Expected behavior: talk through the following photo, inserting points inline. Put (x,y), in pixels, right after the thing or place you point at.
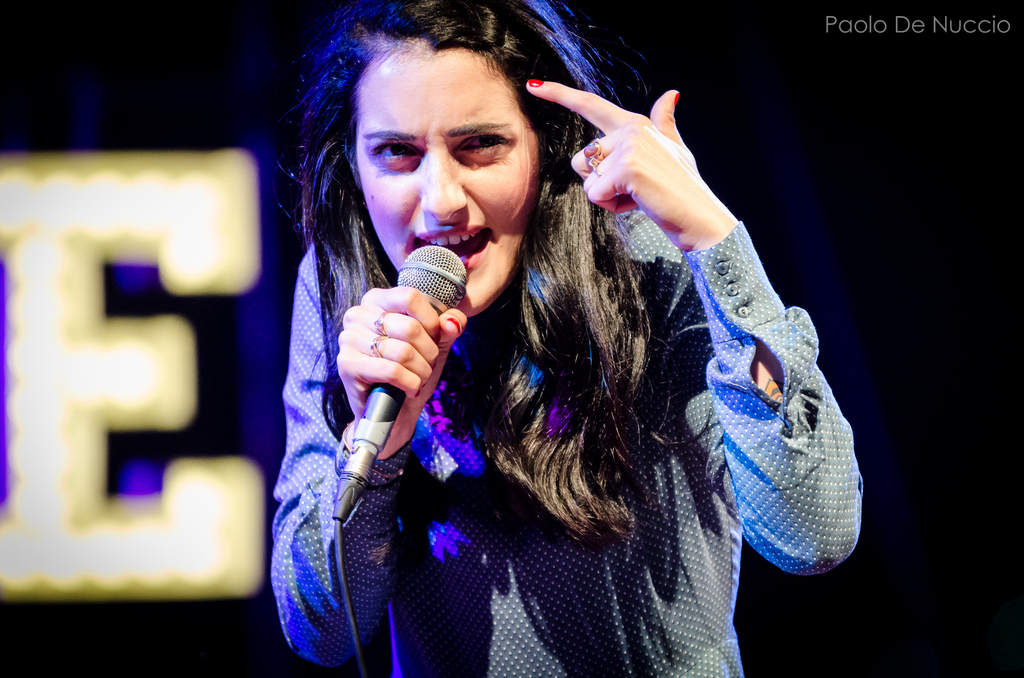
In this image I can see a woman (605,474) holding a mike (408,275) in her hand (381,364).
